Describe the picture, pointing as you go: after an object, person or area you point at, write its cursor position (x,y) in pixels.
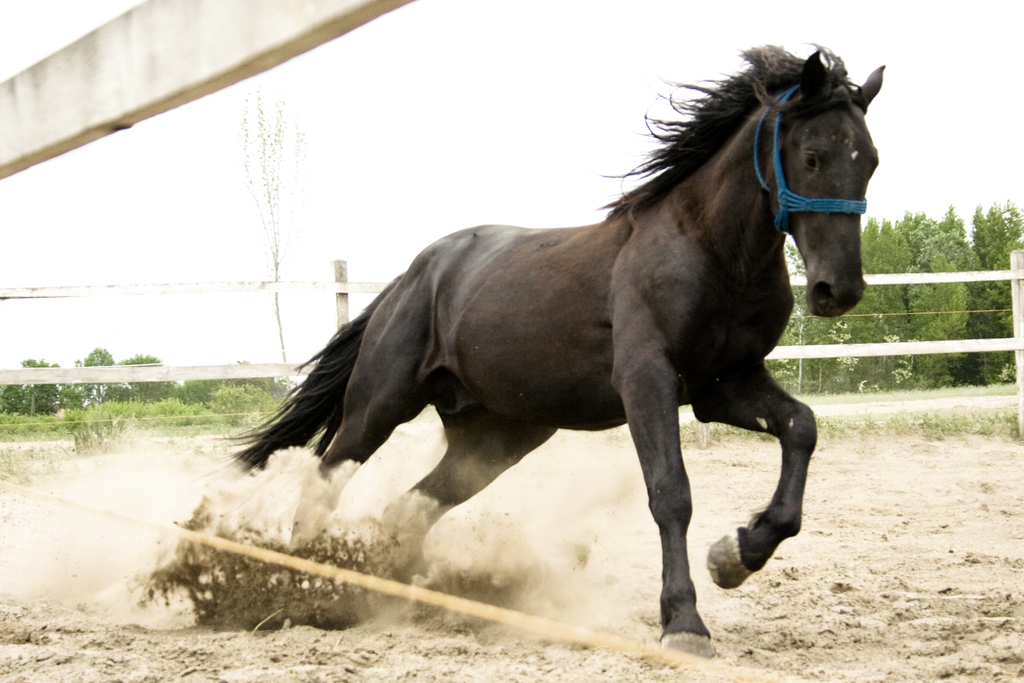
In this image, in the middle (579,317), we can see a horse (688,369) running on the sand (933,656). On the right side (1018,265), we can see some trees (987,317), plants (900,357), pole (1017,293) and rod (887,347). On the left side (37,425), we can also see some trees (89,355) and plants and a rod (200,46). At the top (638,125), we can see a sky (638,80), at the bottom (890,511), we can see a grass (886,396) and a sand (480,528).
